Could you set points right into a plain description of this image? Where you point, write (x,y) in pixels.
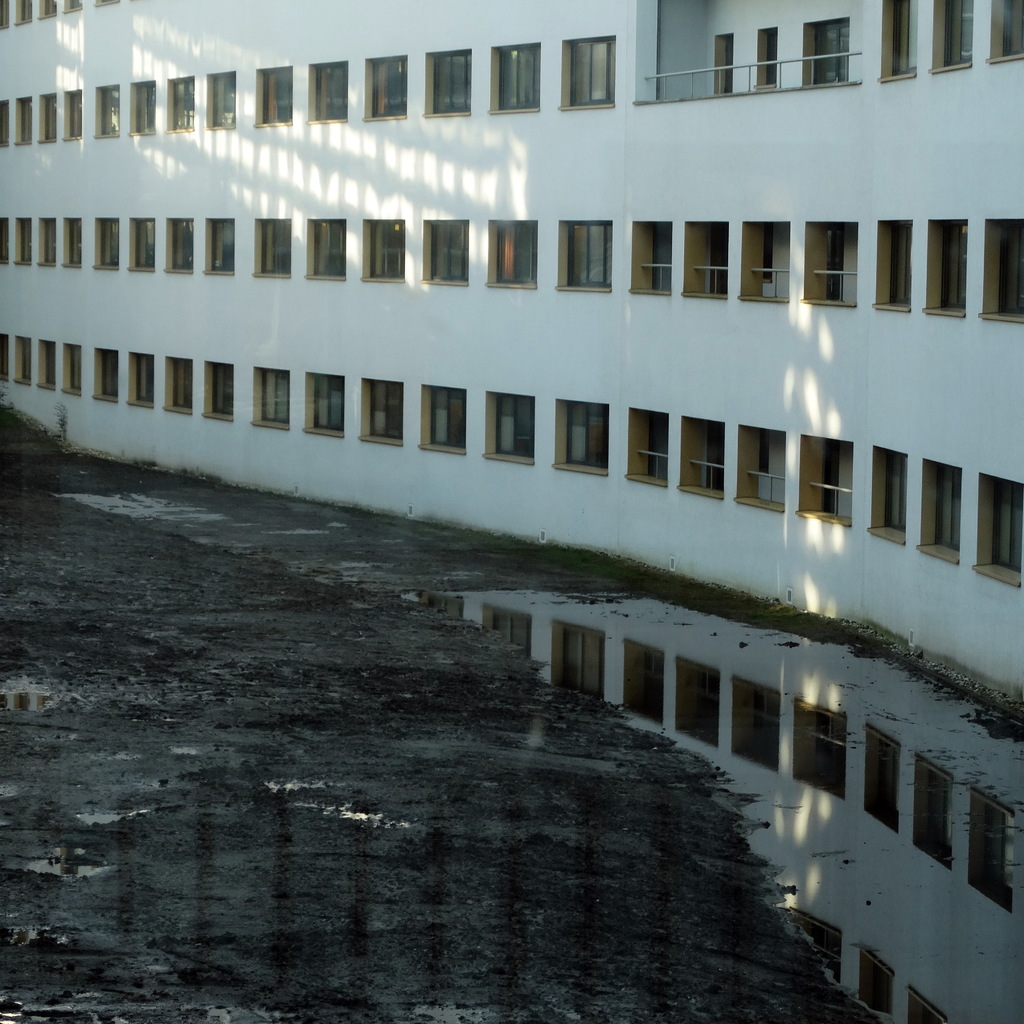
In this image, we can see a building (927,40), there are some windows (987,551) on the building (973,380), we can see water (103,813) and mud (156,782) on the ground (224,767).
